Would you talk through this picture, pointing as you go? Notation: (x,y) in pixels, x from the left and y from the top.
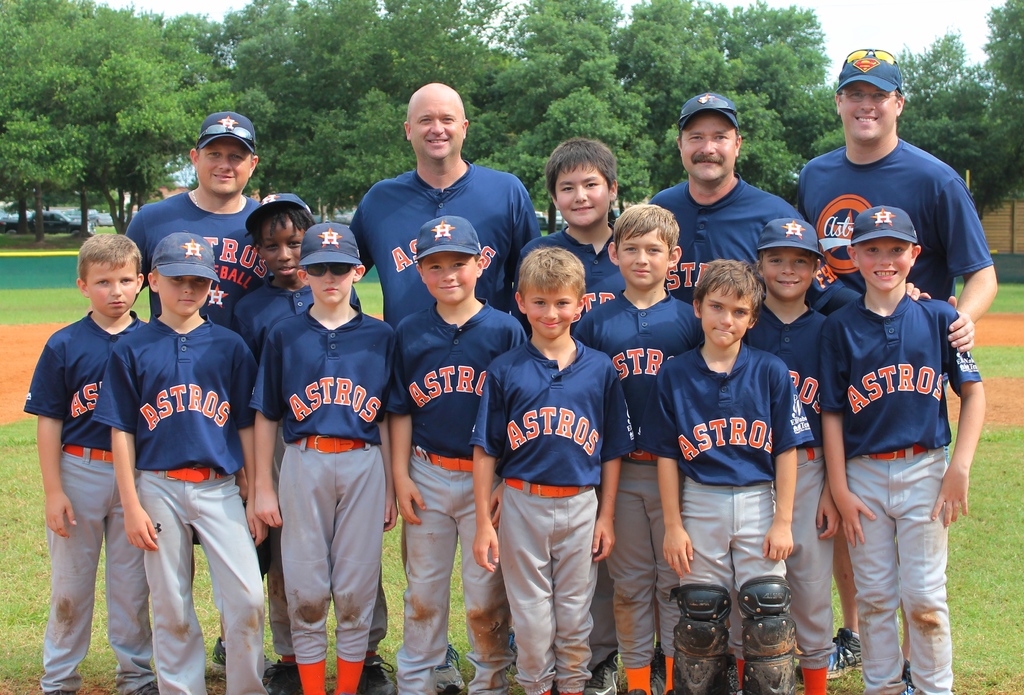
In this image in the center (430,293) there are some persons (425,283) standing and there are some boys (645,429) standing. In the background (335,108) there are some trees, and at the bottom (978,480) there is grass (988,534) and sand (3,387) and at the top of the image (835,31) there is sky (867,26).
